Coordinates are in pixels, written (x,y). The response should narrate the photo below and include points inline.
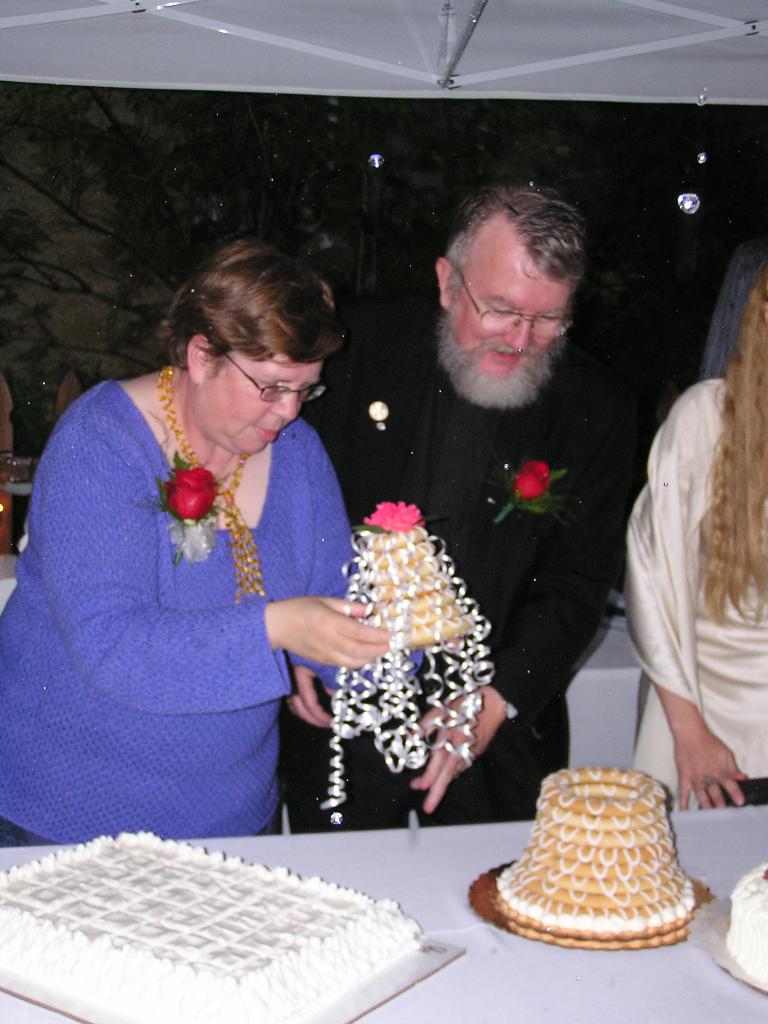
There is a woman (226,459) in blue color t-shirt (182,649), holding a cake (467,626) with both hands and standing near a person (517,464) who is in black color dress (556,508). On the right side (761,636), there is a woman (767,406) in white color shirt (739,740) standing in front of a table (715,842) on which, there are three cakes (183,915) arranged. In the background (702,208), there are lights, there is a roof (329,14) of white color tent (336,23), there are trees (106,289) and there are other objects (8,461).
